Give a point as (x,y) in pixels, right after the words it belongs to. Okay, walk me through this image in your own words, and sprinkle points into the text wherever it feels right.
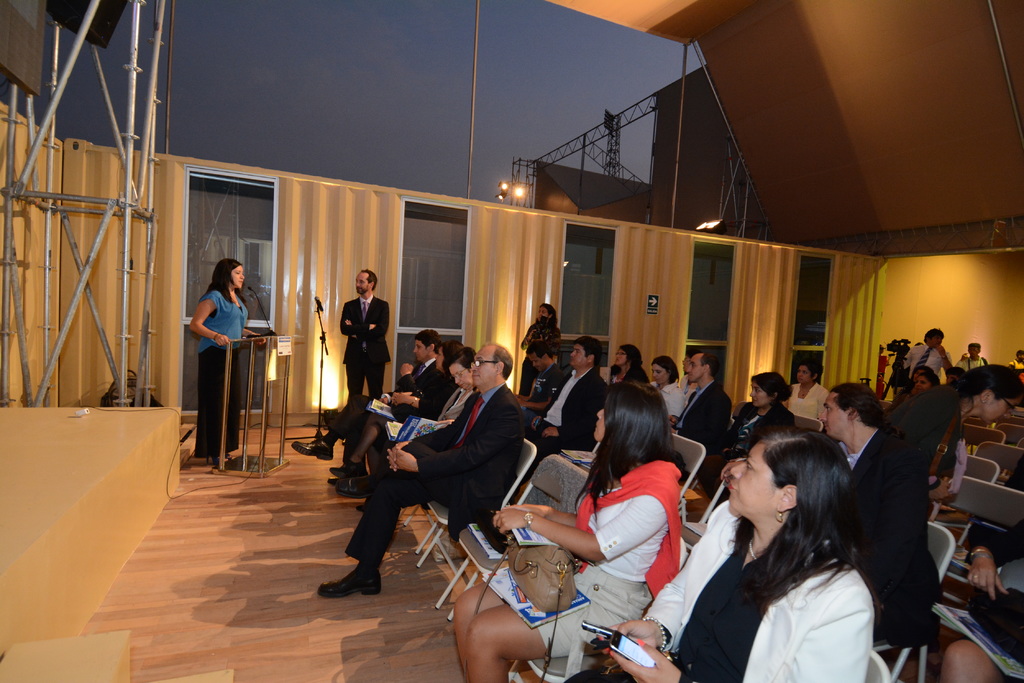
This image consists of many people (576,556). It looks like a conference hall (547,424). To the left (235,323), there is a woman (225,309) standing near the podium (277,355) and talking. To the left (50,253), there is a stand (85,271). At the bottom (248,588), there is a floor (253,589). To the right (914,297), there is a wall (548,271) along with the doors (576,239).
